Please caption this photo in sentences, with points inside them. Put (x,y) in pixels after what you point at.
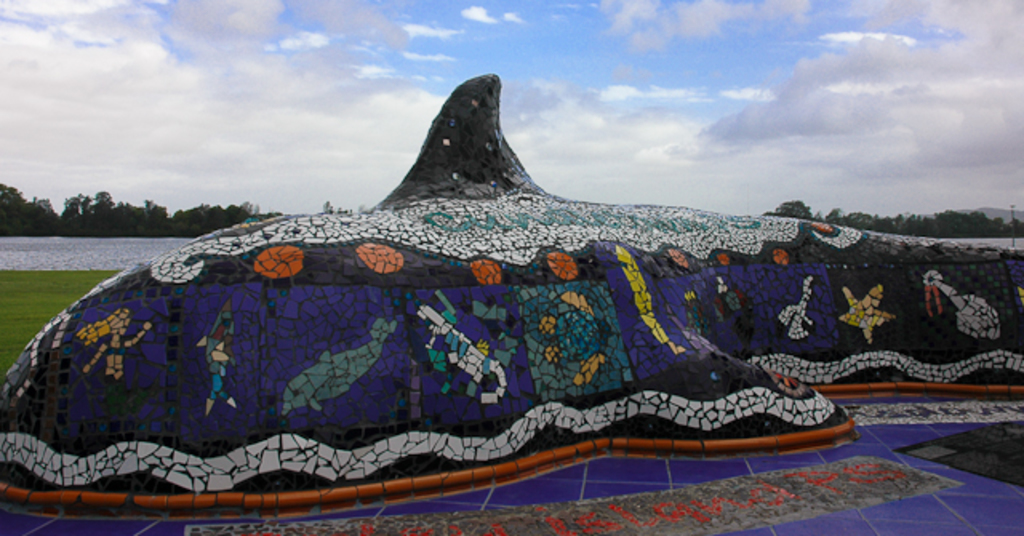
In this image there is a whale statue (450,358) which is made up of tiles (483,335). At the bottom (697,480) there is a floor (655,506) on which there are tiles (878,515). At the top (725,85) there is the sky (659,70). In the background (132,249) there is water (82,259). Beside the water (64,255) there are trees (127,219).
